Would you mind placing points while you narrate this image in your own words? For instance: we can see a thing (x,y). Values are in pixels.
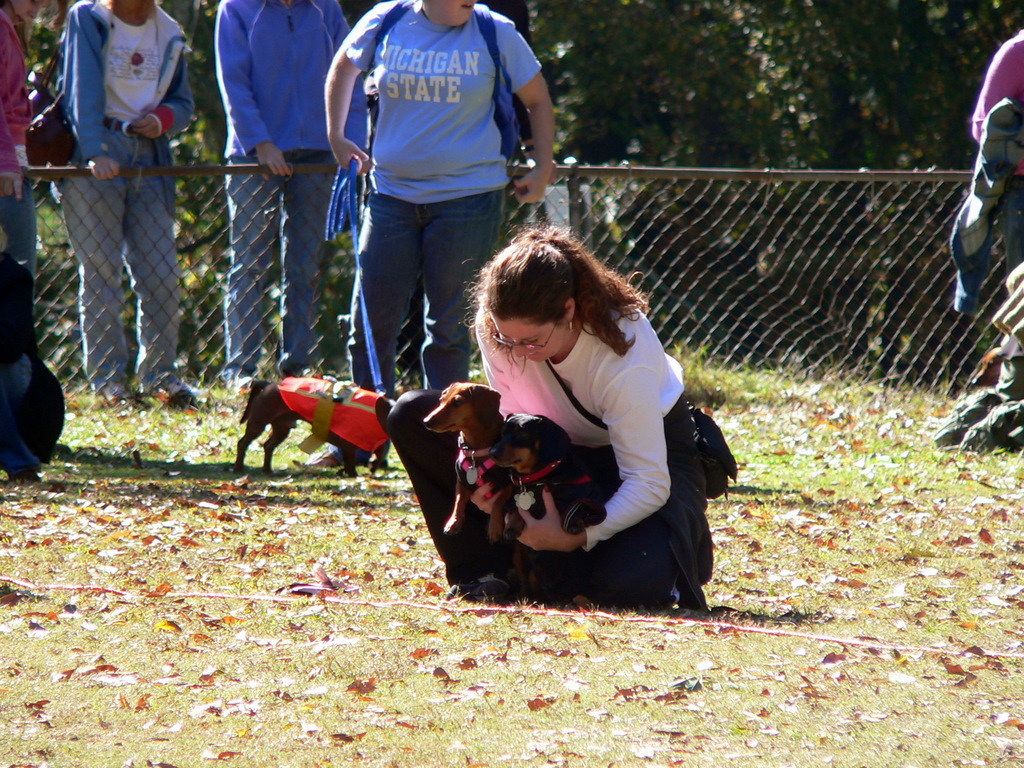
In this picture there is a woman (488,564) holding two dogs (494,515) with both the hands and they are a group of people (465,98) standing on to the left (304,215) there is also another dog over here and in the backdrop (784,233) there are trees (809,93), fence (867,355) and grass (840,470).
